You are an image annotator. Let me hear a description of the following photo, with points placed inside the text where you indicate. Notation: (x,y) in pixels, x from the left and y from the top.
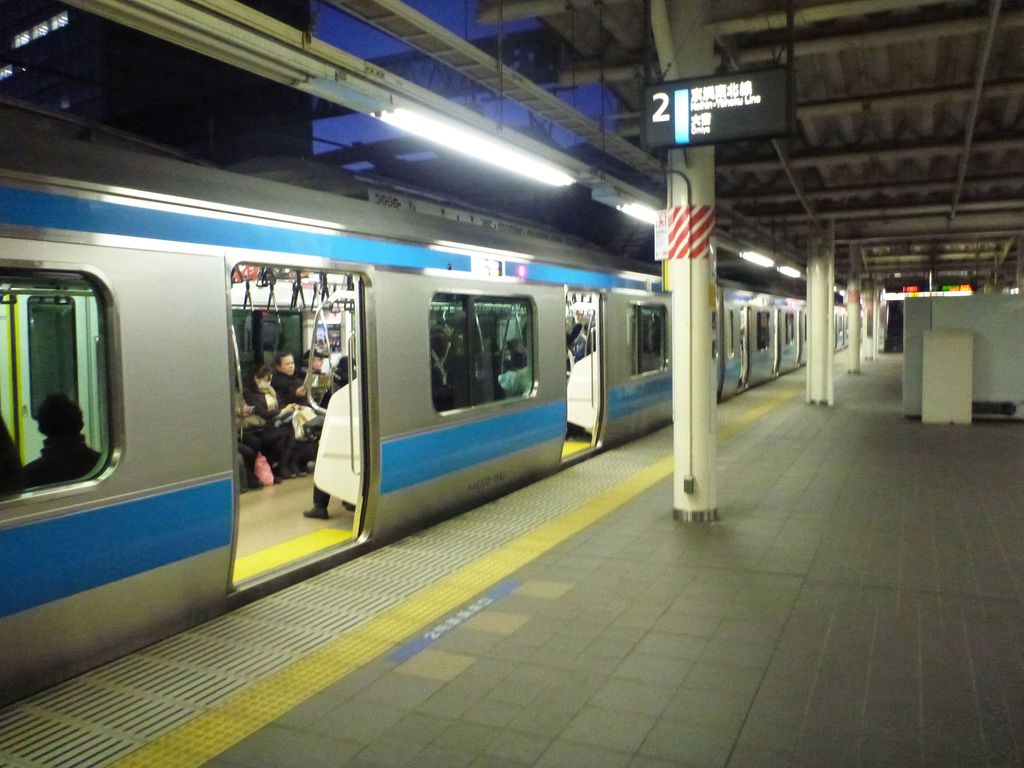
In this image we can see a platform (656,510) with pillars (676,322). Also there is a screen (710,127) with text (737,96) and numbers (666,97). On the ceiling (610,140) there are lights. Also there is a train (188,354) with glass windows (70,396). Inside the train (130,383) there are people (265,387) sitting. Also there are handles (248,306).
